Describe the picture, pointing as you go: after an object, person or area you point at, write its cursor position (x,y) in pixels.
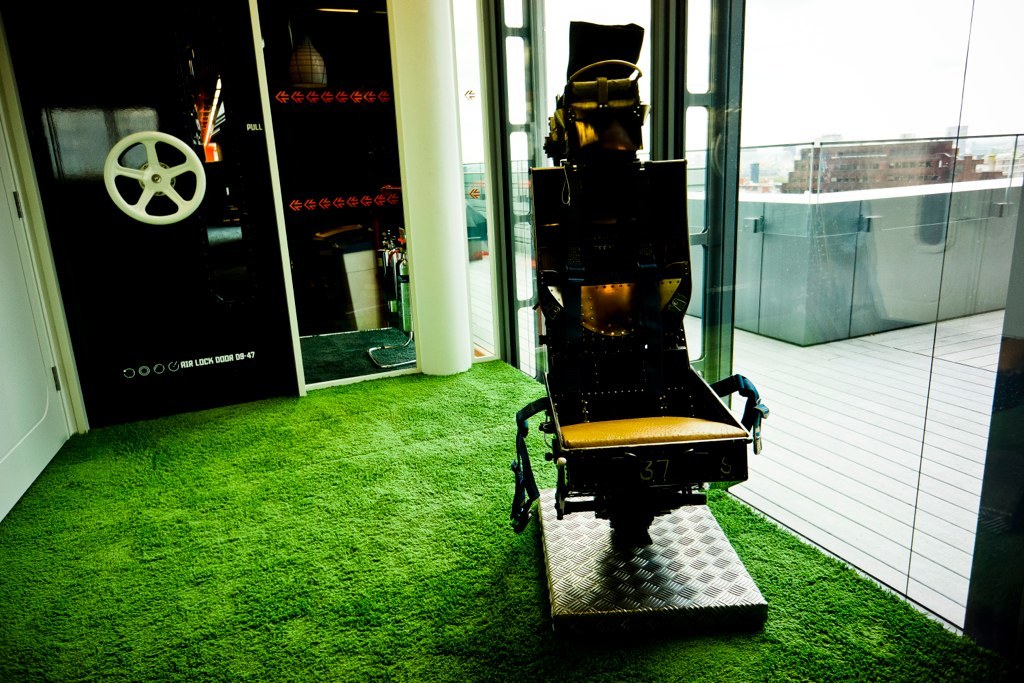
In this image there is a green mat (468,613), on that there is a chair (557,409), in the background (242,0) there is a wall (445,281) for that wall (299,334) there is a door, on the right side (969,348) there is a glass door (810,276) through that terrace (850,468).
